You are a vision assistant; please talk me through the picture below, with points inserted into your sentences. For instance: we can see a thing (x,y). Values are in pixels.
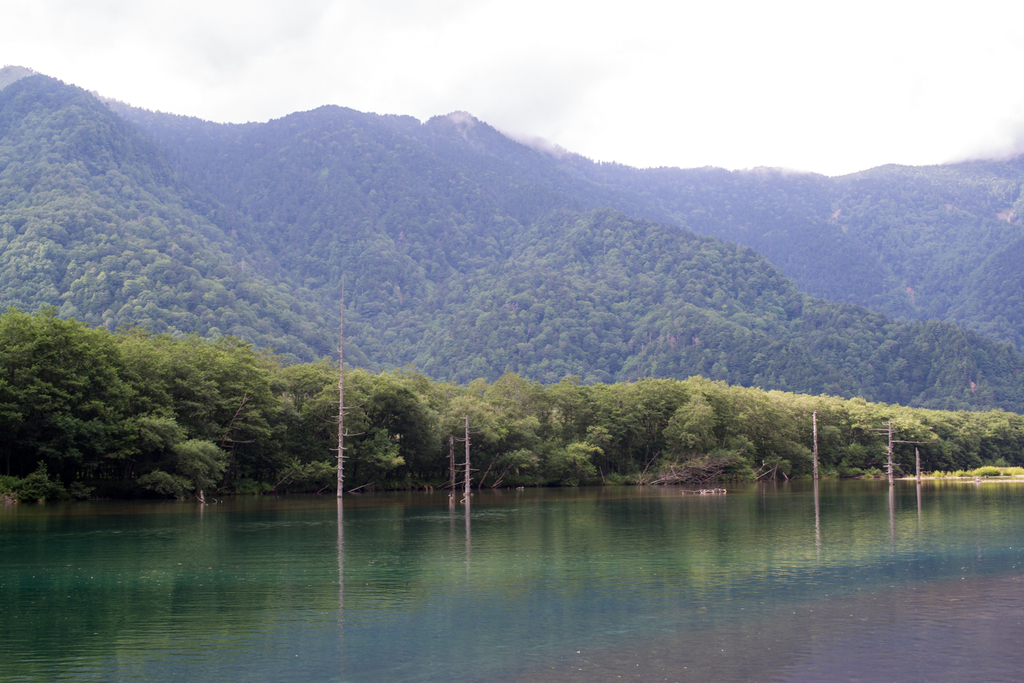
Here we can see water (509,593), poles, and trees (684,436). In the background (279,308) there is a mountain (647,202) and sky (946,147).
